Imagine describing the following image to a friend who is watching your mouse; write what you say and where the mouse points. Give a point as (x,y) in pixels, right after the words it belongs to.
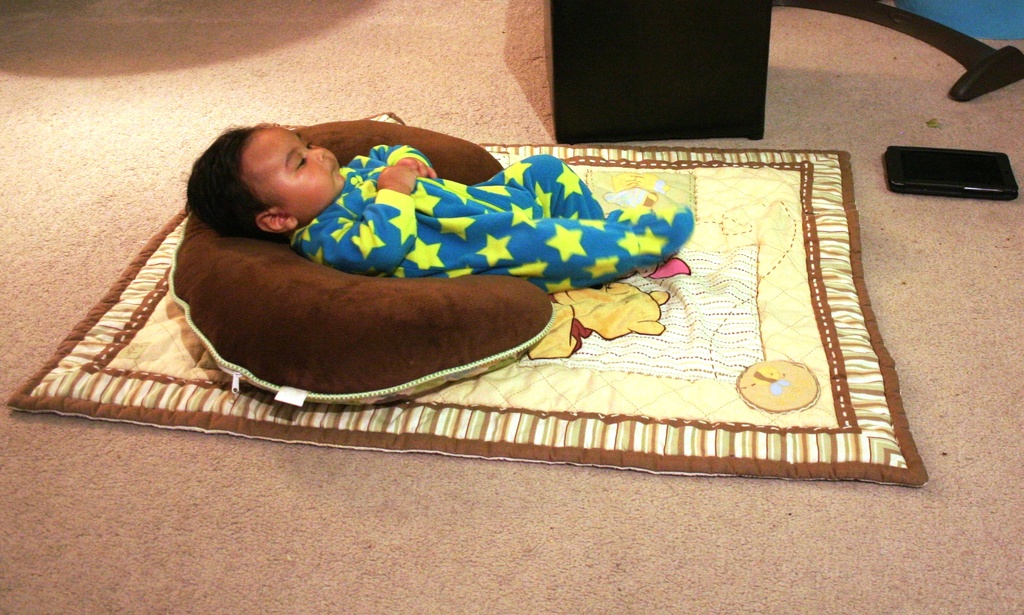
In this image I can see a baby (385,262) lying on the pillow (267,294). On the right side (941,184), I can see a device (970,153) on the floor (972,457).
